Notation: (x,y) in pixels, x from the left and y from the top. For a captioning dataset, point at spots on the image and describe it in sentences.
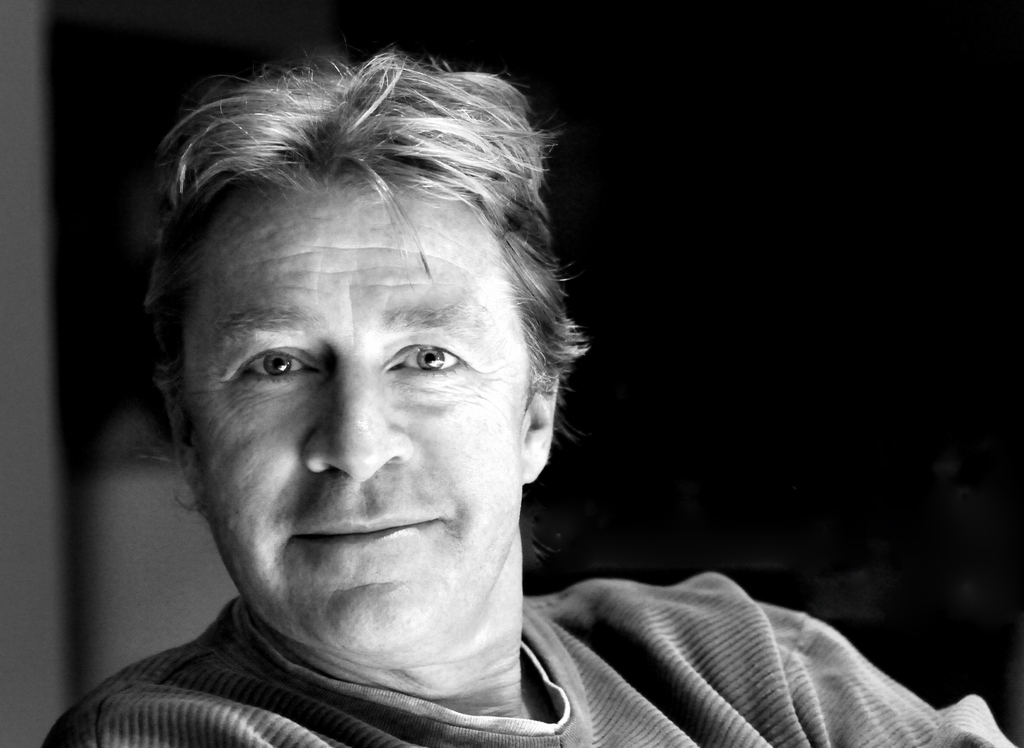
In this image I can see a man (194,375) and I can see this image is black and white in colour.
